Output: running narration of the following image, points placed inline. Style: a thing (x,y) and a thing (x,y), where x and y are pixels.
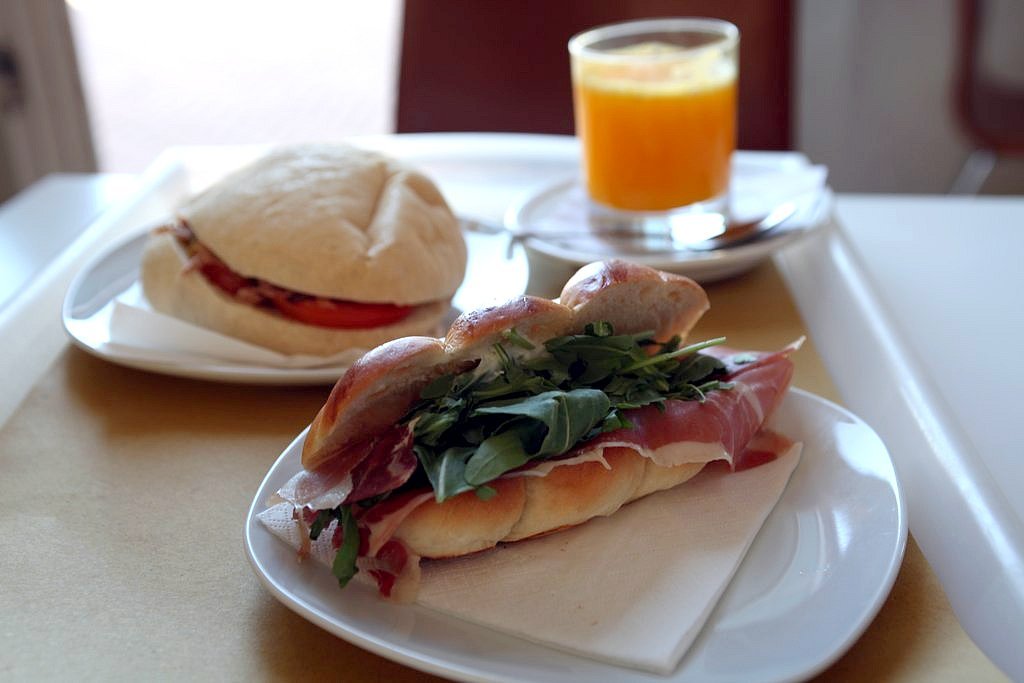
In the picture there are few eatables (508,363) and a glass of drink (663,174) placed on a white plate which is on the table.
